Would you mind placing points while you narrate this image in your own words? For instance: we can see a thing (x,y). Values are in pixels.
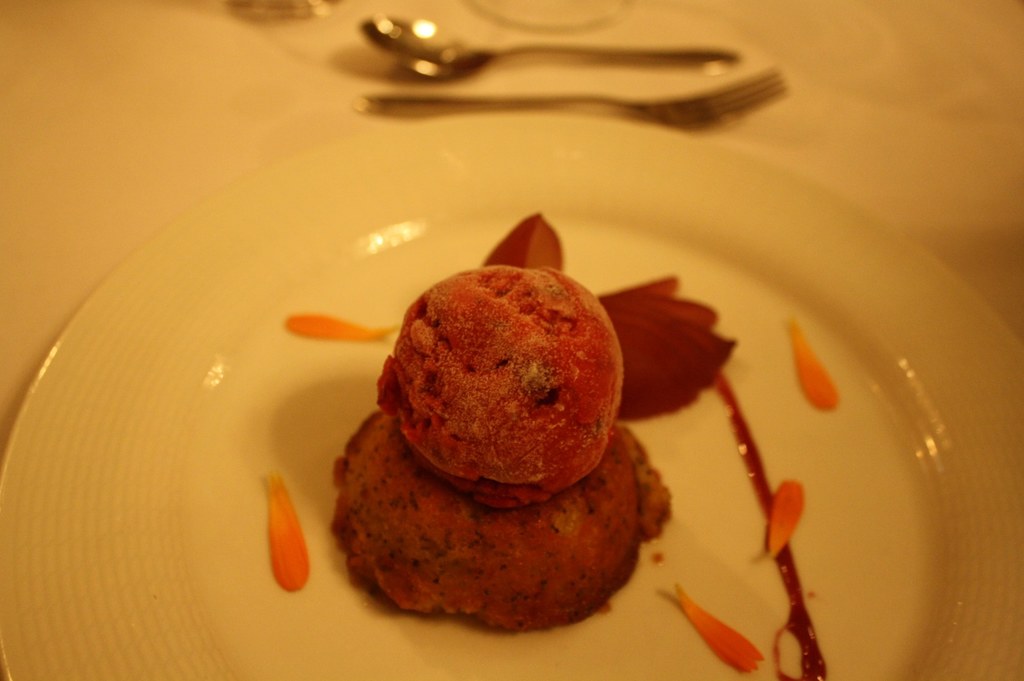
In this image, I can see a food item (438,460) on a plate (668,424). At the top of the image (447,41), I can see a spoon (523,50) and a fork (743,88). I think this is a table (236,97).
